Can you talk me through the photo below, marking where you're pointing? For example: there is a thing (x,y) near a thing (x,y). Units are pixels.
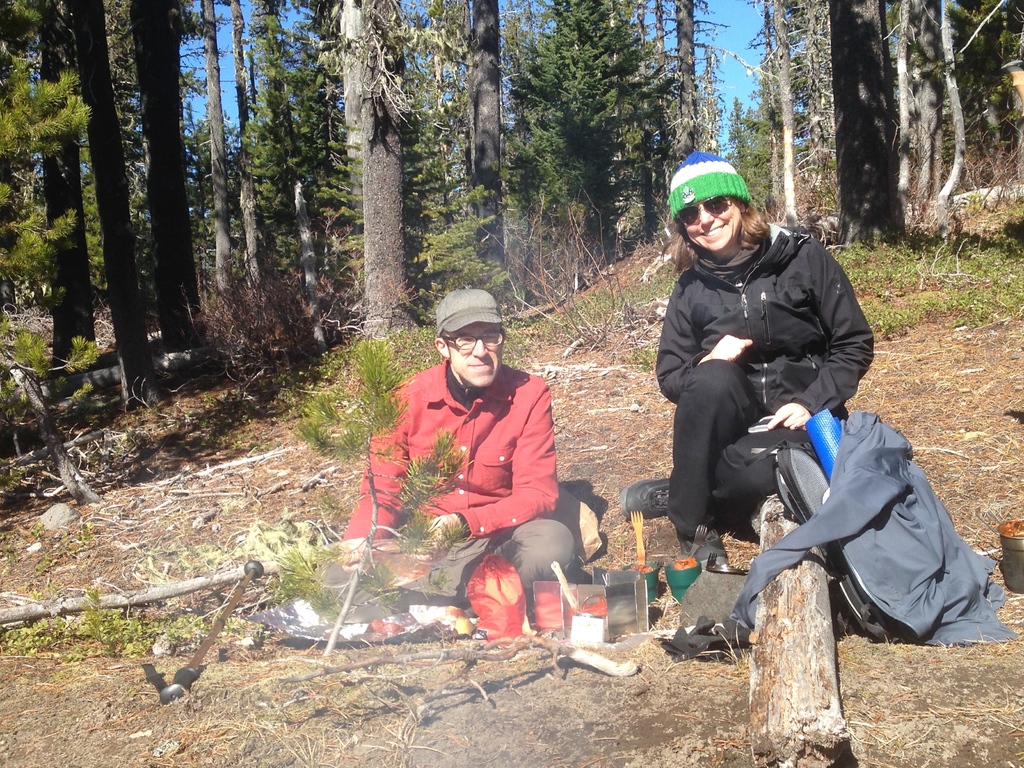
In this image there are two persons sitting on floor (178,518), in front of them there are bowls (673,577), forks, papers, stem of tree (366,545), leaves (407,537), bag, wooden plank (810,681). at the top (896,89) there are trees (962,82), the sky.
